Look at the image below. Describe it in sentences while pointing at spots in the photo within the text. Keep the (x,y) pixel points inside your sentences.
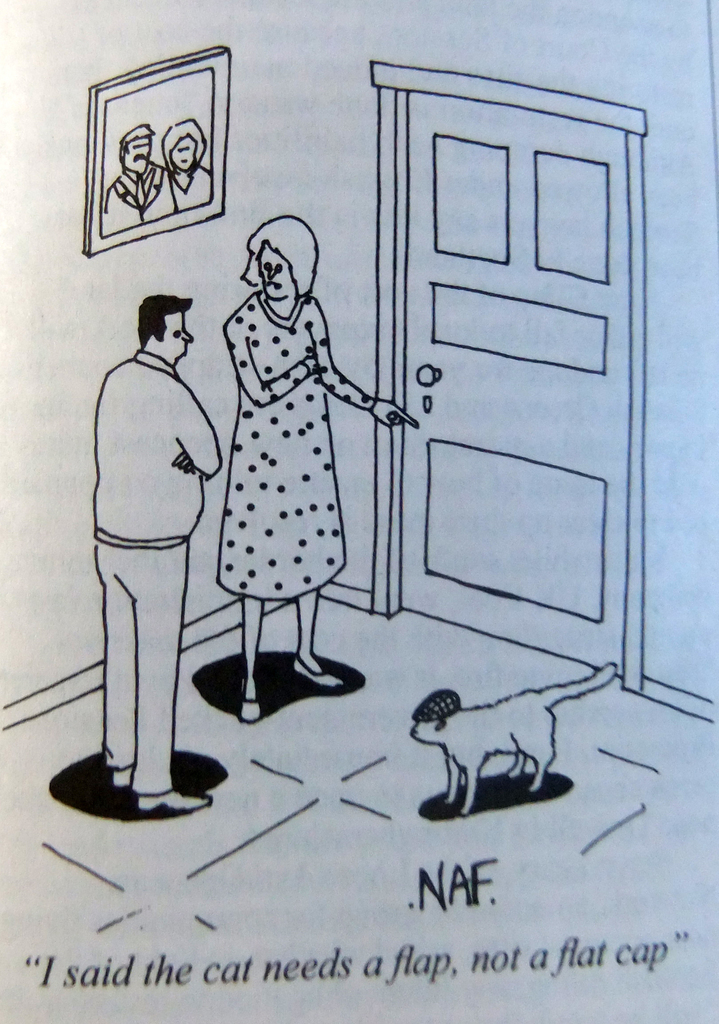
This image contains a painting (263,323). In the painting (205,499) two persons (159,508) are standing near the door (591,493). There is an animal (493,738) on the floor (442,854). A picture frame (114,202) is attached to the wall (232,156). Bottom of image (150,967) there is some text (417,950).
